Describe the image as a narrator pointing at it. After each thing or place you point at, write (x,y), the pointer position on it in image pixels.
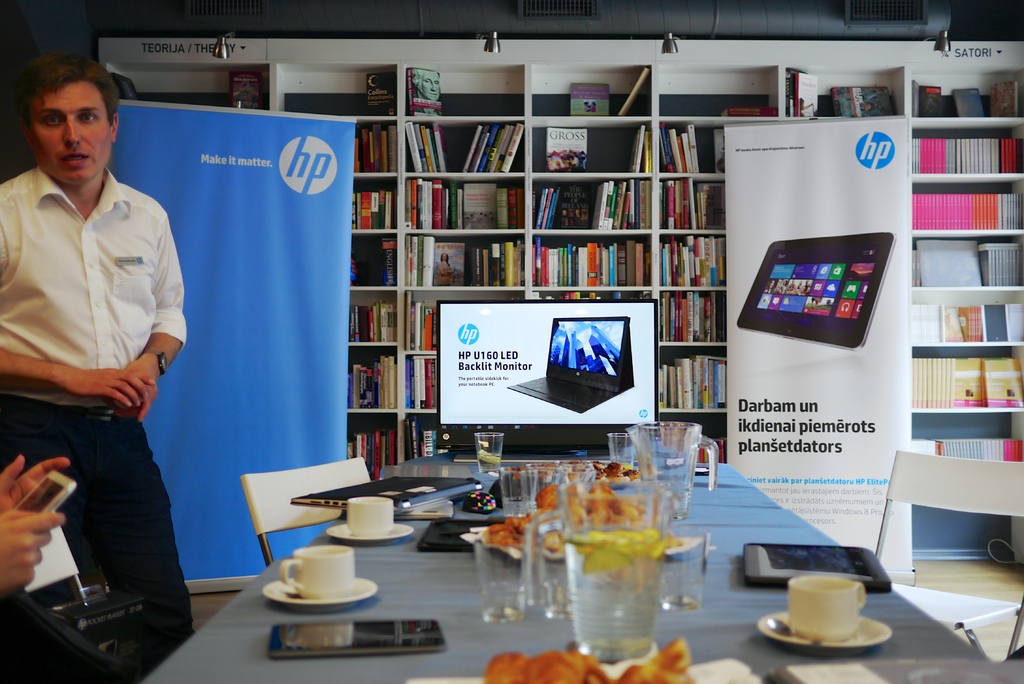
In this image I can see on the left side (132,299) a man (107,331) is standing and speaking, he wore shirt (108,349), trouser (120,448). Behind him there is a banner (249,265) in blue color, in the middle (553,269) there are books (537,217) in the shelves (604,169). At the bottom (611,582) there are drinking glasses (525,500) and mugs (648,558), tea cups (377,520) and other things (447,495) on this dining table (663,614). There are chairs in white color.
